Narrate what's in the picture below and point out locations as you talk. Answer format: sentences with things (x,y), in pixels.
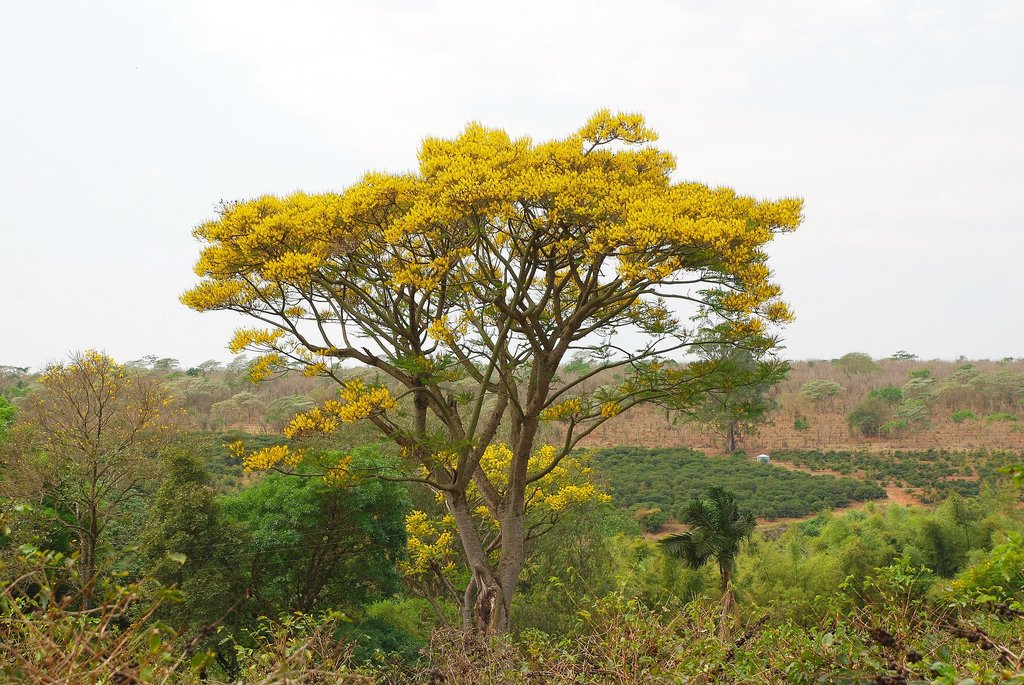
In this image there are few flowers (449,266), trees (636,285), plants (801,510) and the sky (385,97).
